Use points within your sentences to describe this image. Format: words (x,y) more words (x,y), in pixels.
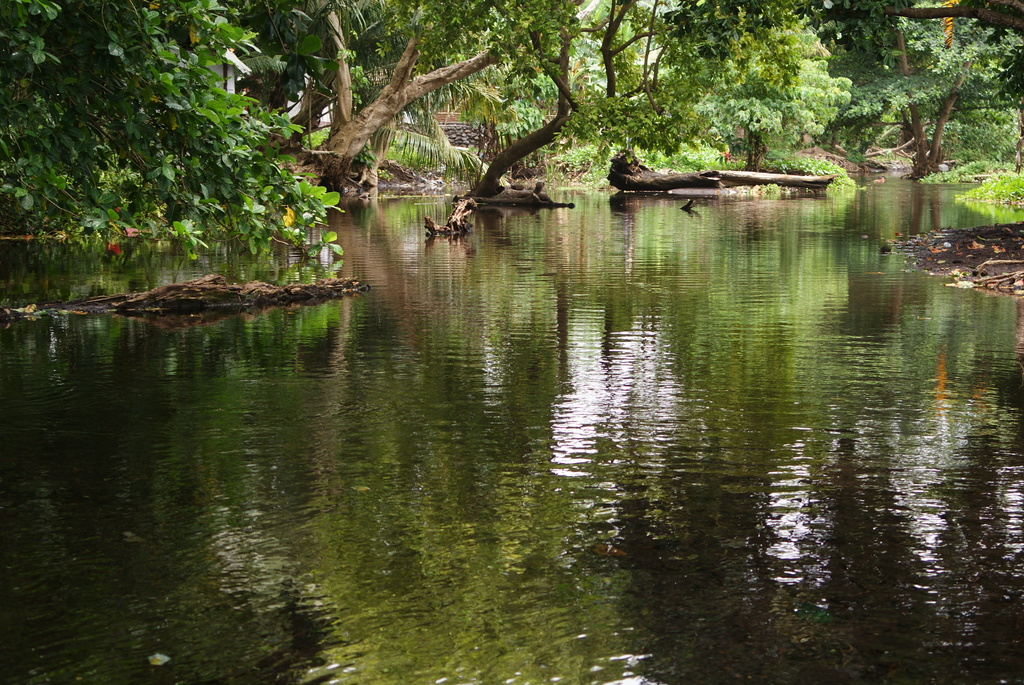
At the bottom of the image (28,597) we can see a lake (494,345). In the background (288,167) there are trees (932,91) and there are logs (745,184).
